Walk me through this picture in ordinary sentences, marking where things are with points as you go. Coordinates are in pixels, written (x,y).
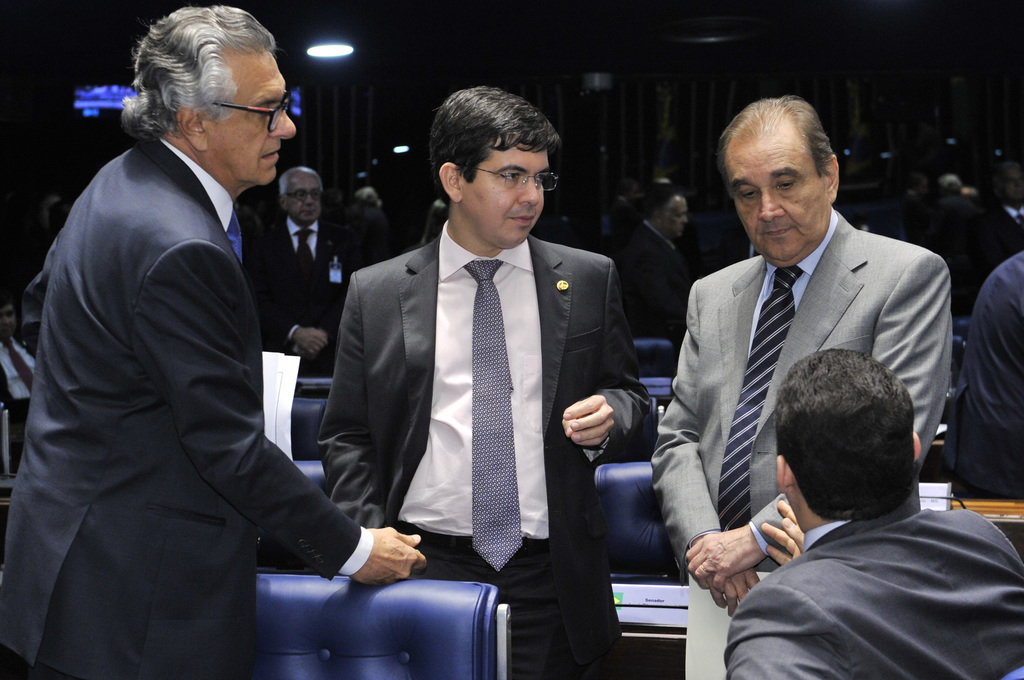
There are people (538,353) standing and this man (803,567) sitting. We can see chairs (356,613). In the background (681,248) we can see people (996,212) and it is dark. At the top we can see lights (340,50).
